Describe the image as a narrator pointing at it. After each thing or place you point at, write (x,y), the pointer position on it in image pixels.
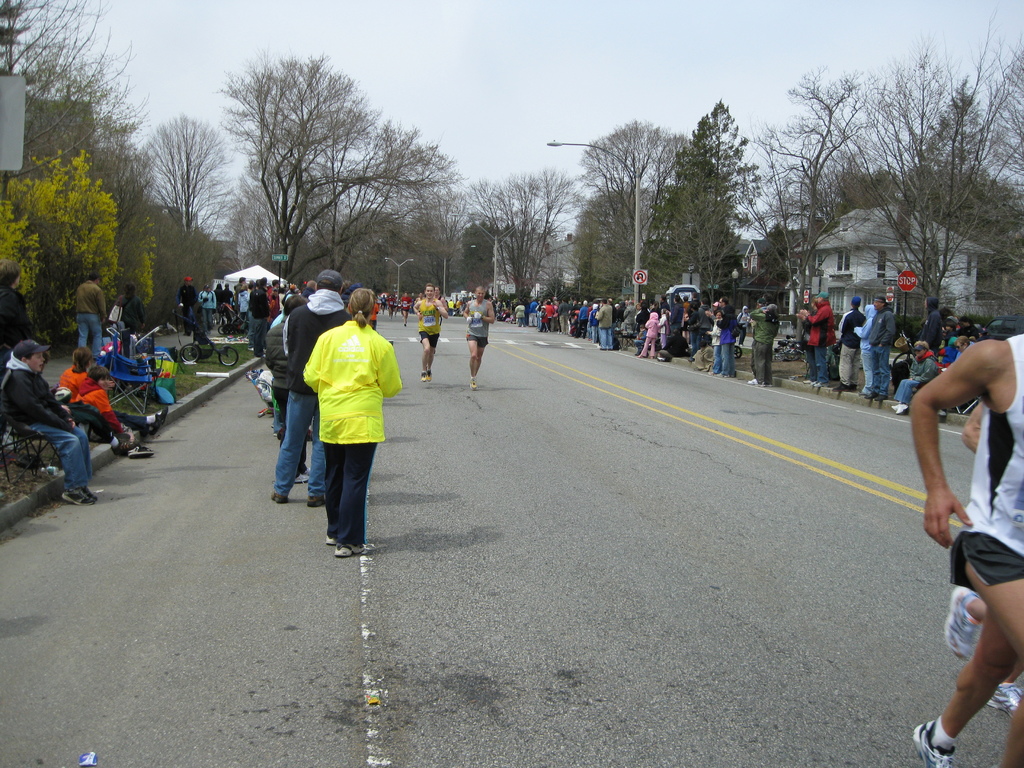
There are few people (475,358) running on the road (586,473). In the background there are few people (281,405) standing on the road (429,387) and on the left (21,355) few persons (29,345) are sitting and we can also see tents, houses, trees (591,245), sign boards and sky (597,125).
